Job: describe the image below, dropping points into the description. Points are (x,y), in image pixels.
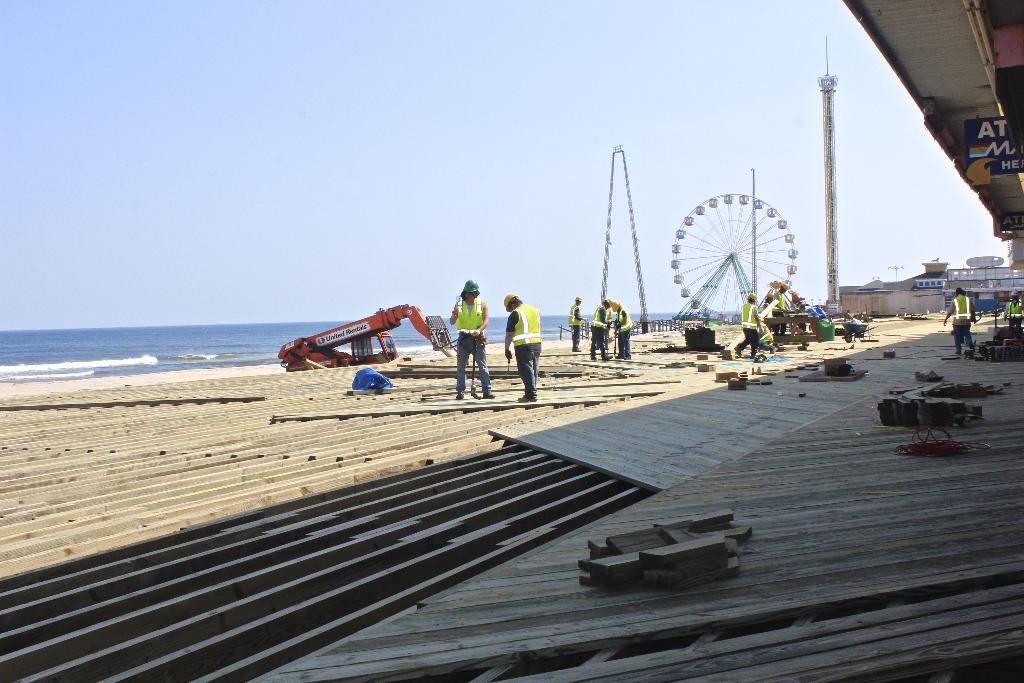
In this image we can see a group of people (473,313) wearing dresses (528,320) and hats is standing on the floor (594,379). To the right side of the image (954,392) we can see some wood pieces (618,560) placed on the ground (969,456). On the left side of the image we can see a vehicle (386,323). In the background (1020,285), we can see buildings (974,283), sign board (978,135) with some text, a tower (833,263), Ferris wheel (770,262), poles (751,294), water (188,338) and the sky (334,207).
